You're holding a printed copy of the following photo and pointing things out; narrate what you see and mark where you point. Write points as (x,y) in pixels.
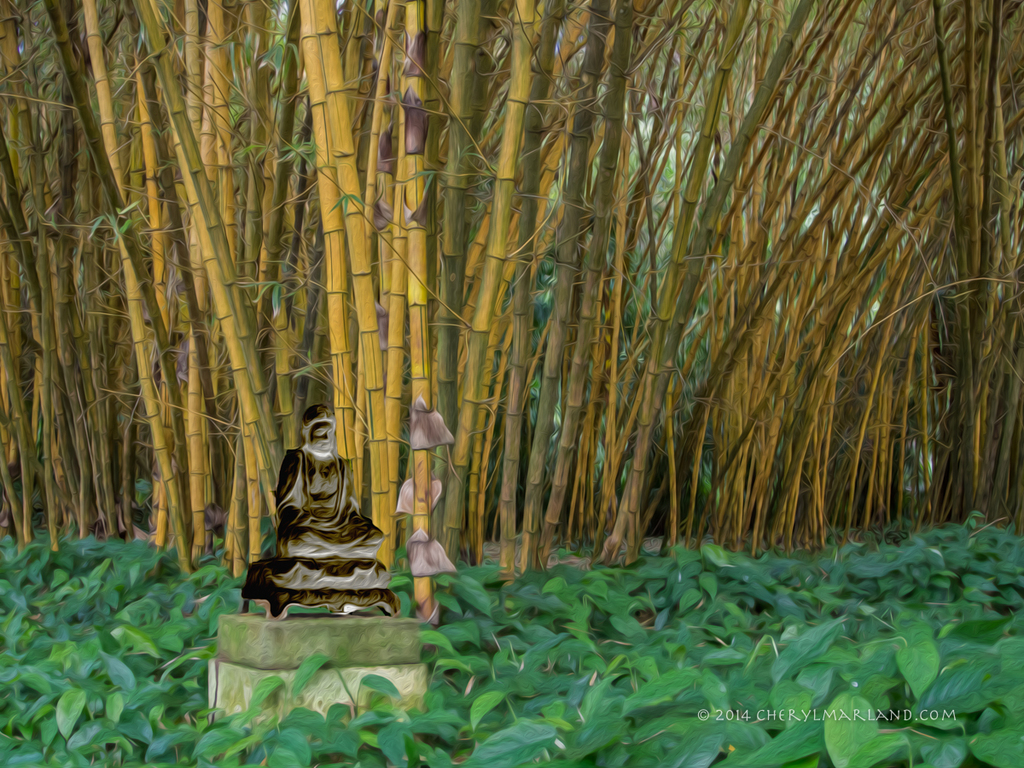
In this image we can see an edited picture of a statue (372,587) placed on the surface (310,633). In the background (736,615), we can see a group of trees (611,314), plants (188,719). At the bottom (860,712) we can see some text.
